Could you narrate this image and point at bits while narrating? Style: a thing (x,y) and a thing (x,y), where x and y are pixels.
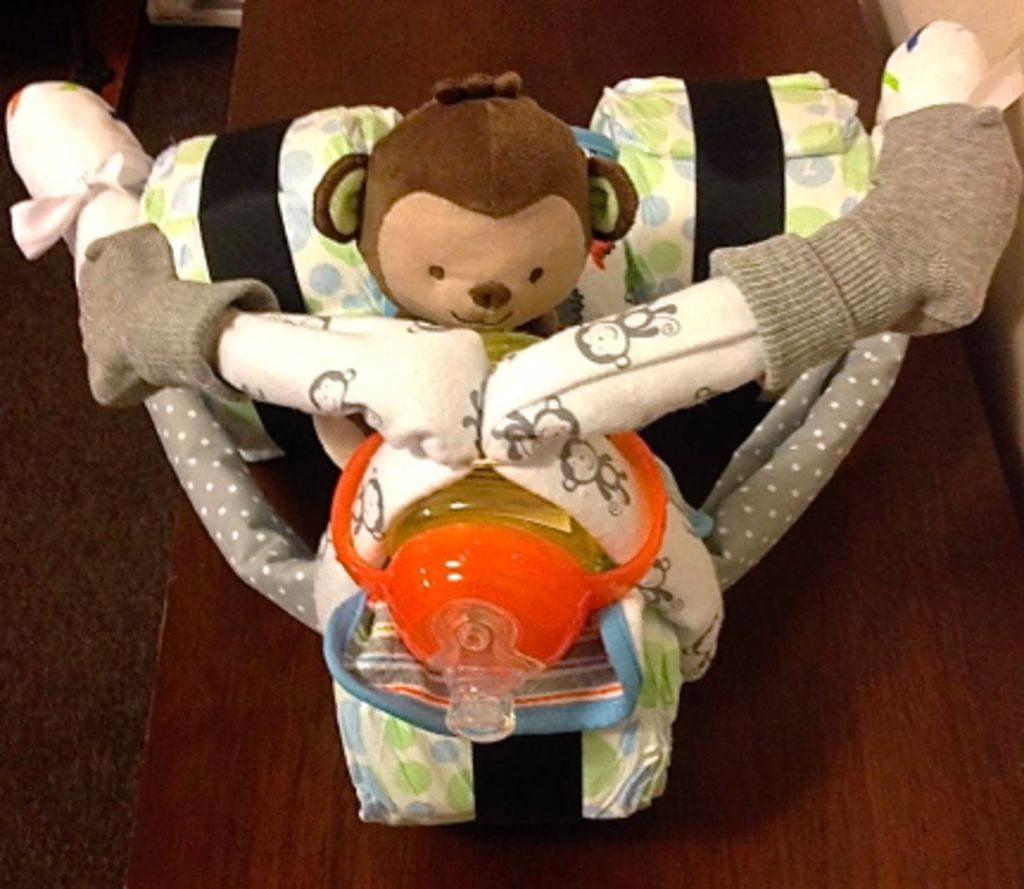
In this image I can see a soft toy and a bottle (647,539) over here.
